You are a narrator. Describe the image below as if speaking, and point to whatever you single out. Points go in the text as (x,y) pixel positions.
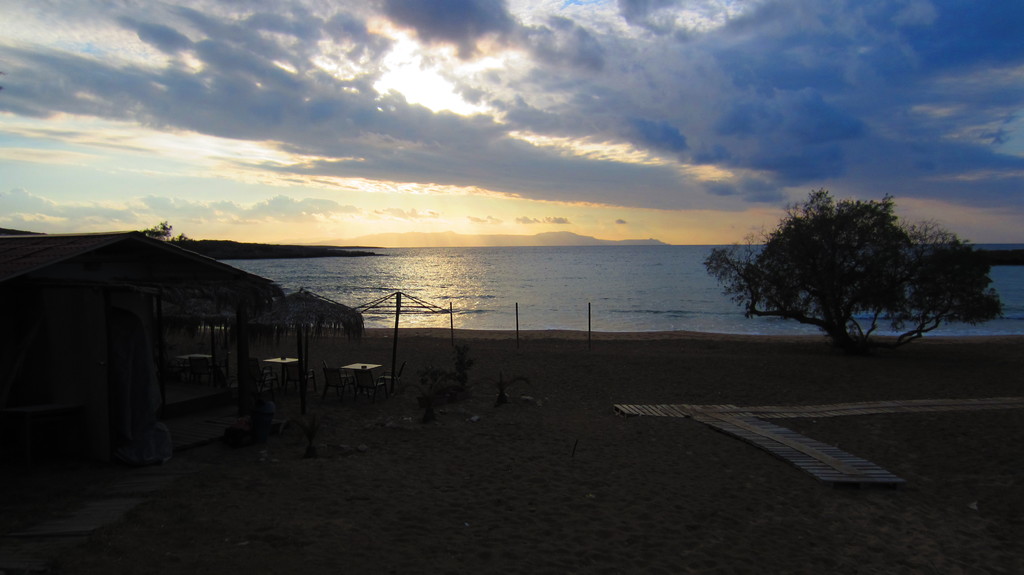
Here in this picture, on the left side (166,278) we can see sheds (130,297) present on the ground (288,340) and we can also see trees (821,313) present on the right side (871,295) and in front of that we can see water (564,309) covered all over there and in the far we can see mountains (269,254) present and we can see clouds (670,181) in the sky (333,224).
